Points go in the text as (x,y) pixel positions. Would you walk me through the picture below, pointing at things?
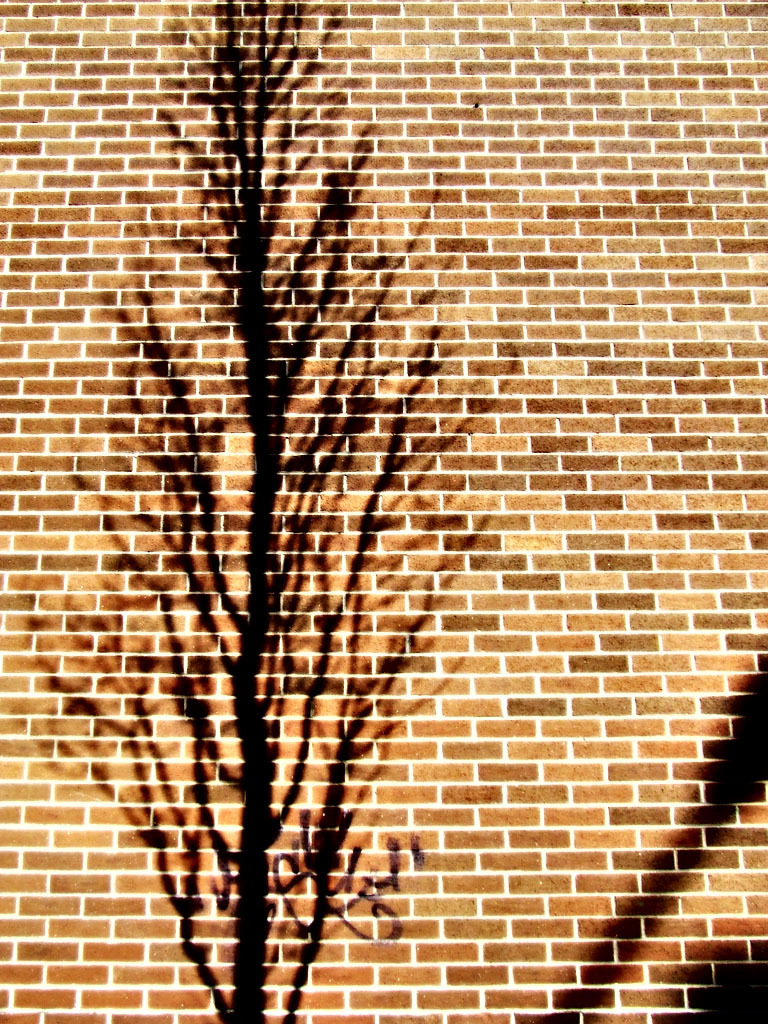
This image is taken outdoors. In this image there is a wall (540,837) and on the left side of the image (168,485) there is a shadow (279,282) of a tree (265,296) on the wall (405,819).
